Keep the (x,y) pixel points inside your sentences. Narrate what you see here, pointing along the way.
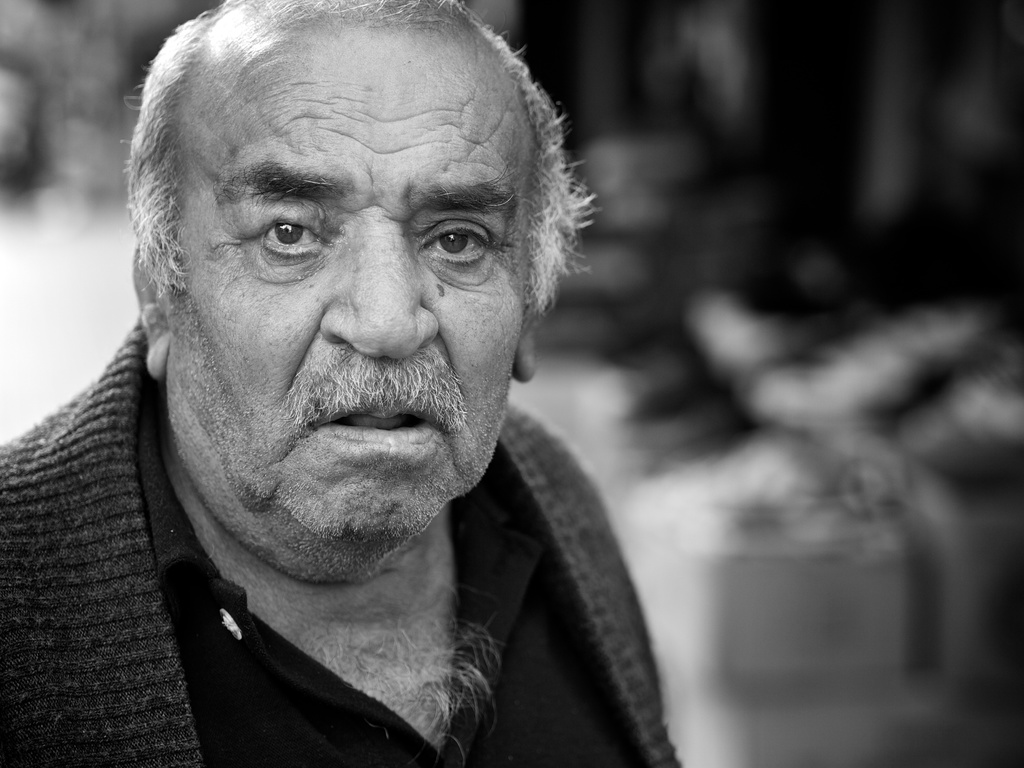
This is a black and white image. I can see an old man (445,453) in the foreground (430,156) with a blurred background (818,191).
